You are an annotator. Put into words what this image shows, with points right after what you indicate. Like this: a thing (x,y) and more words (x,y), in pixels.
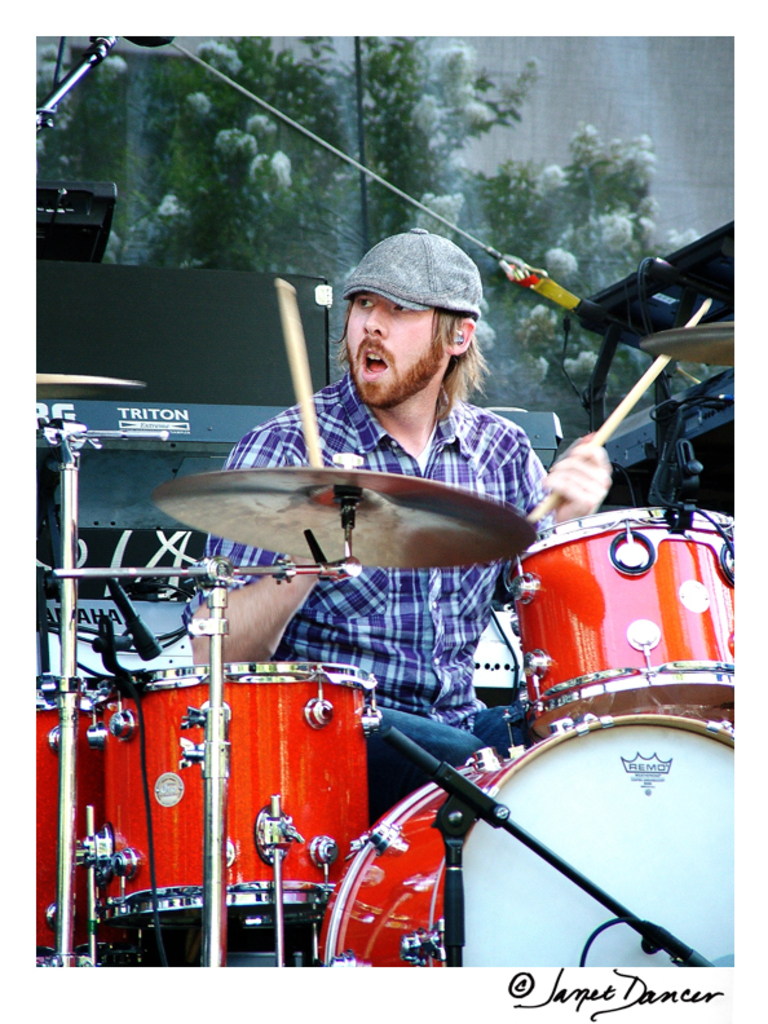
In this picture we can see a man (528,458) is seated in the middle of the image (421,342), he wore a cap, in front of him we can see few drums (584,630) and some musical instruments (432,536).
